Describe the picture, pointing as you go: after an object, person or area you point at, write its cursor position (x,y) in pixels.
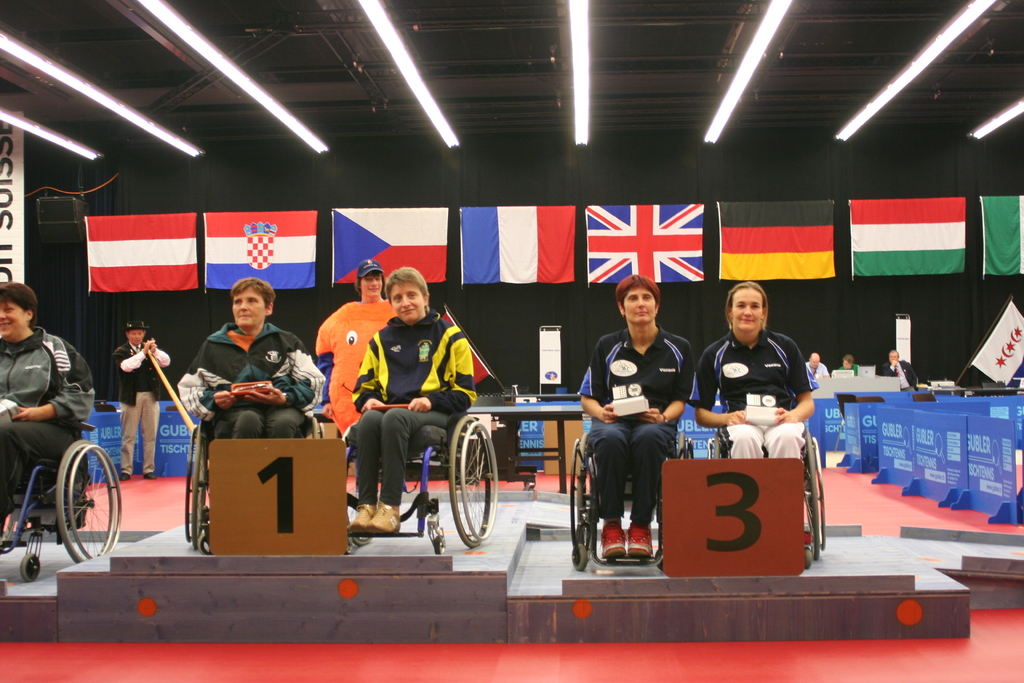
In this picture, we see five people (361,402) sitting on wheelchair (208,449) and in front of them, we see a board (213,514) on which it is written as one and three. Behind them, we see a man (370,318) in orange t-shirt (352,331) is wearing cap (365,267) and behind him, we see a table (527,413) and a white board (554,361). Behind him, we see black wall (415,201) on which eight flags (399,239) are placed on it. On the right corner of the picture (837,399), we see many blue boards (937,436) and on top of it, we see a white flag (1002,357) with stars (1005,352) on it.
